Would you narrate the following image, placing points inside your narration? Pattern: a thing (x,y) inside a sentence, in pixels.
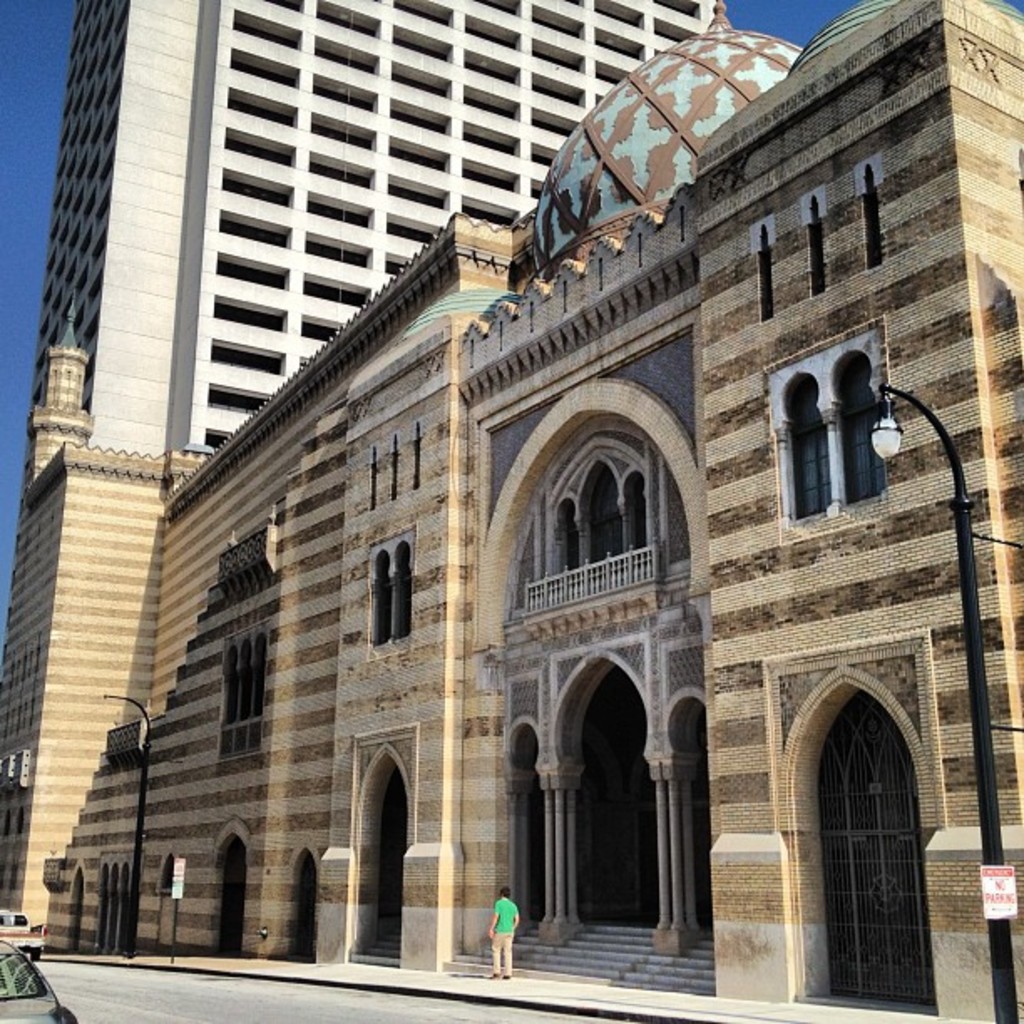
In the picture we can see a huge building (450,820) and near it we can see a pole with a lamp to it and near the steps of the building (922,169) we can see a man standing and he is in a green T-shirt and beside the building (893,632) we can see another building (301,0) with many floors (400,230) and behind it we can see a sky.
